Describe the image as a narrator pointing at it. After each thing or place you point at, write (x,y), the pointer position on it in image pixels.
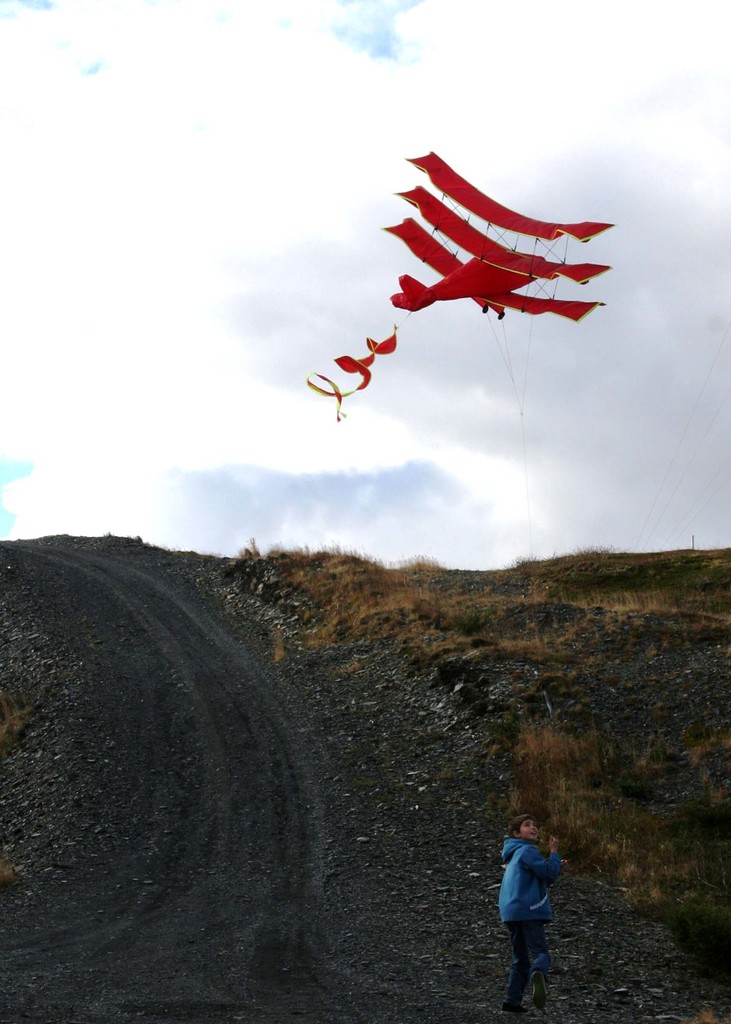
In this image we can see a boy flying a kite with a thread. We can also see some grass (622,759), stones (421,843), a pathway (282,764) and the sky (249,446) which looks cloudy.
